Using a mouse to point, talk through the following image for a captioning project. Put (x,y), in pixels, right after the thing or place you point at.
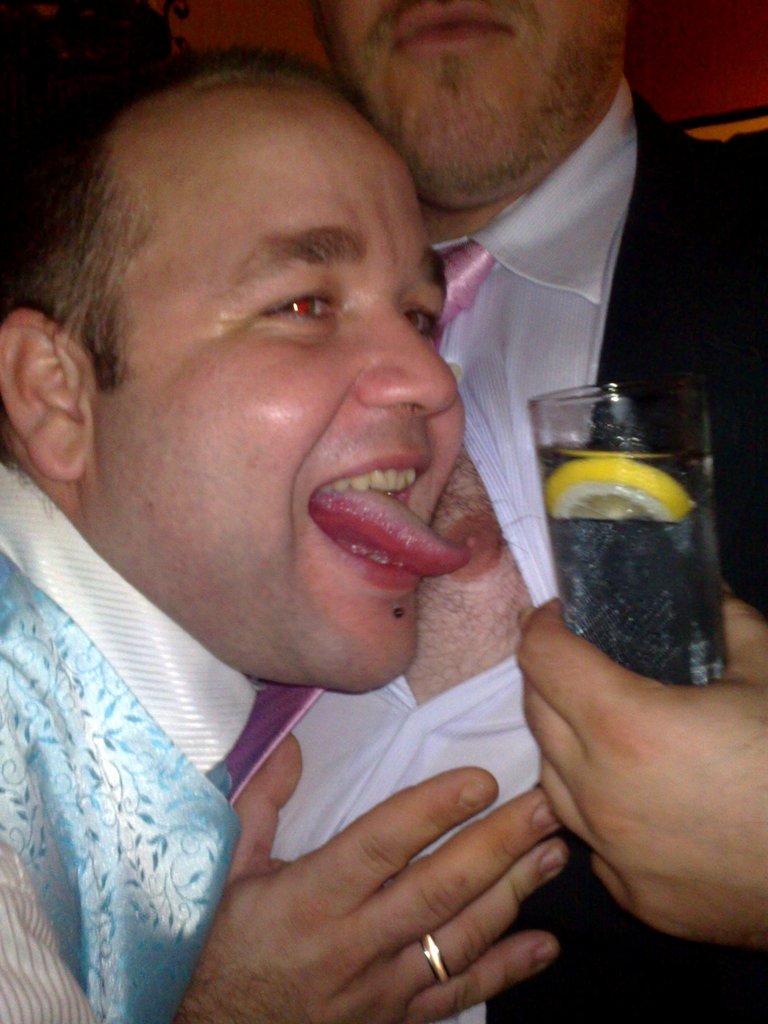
In this image I can see two person (342,270) standing and one person (530,487) is holding a glass of drink (672,601).
